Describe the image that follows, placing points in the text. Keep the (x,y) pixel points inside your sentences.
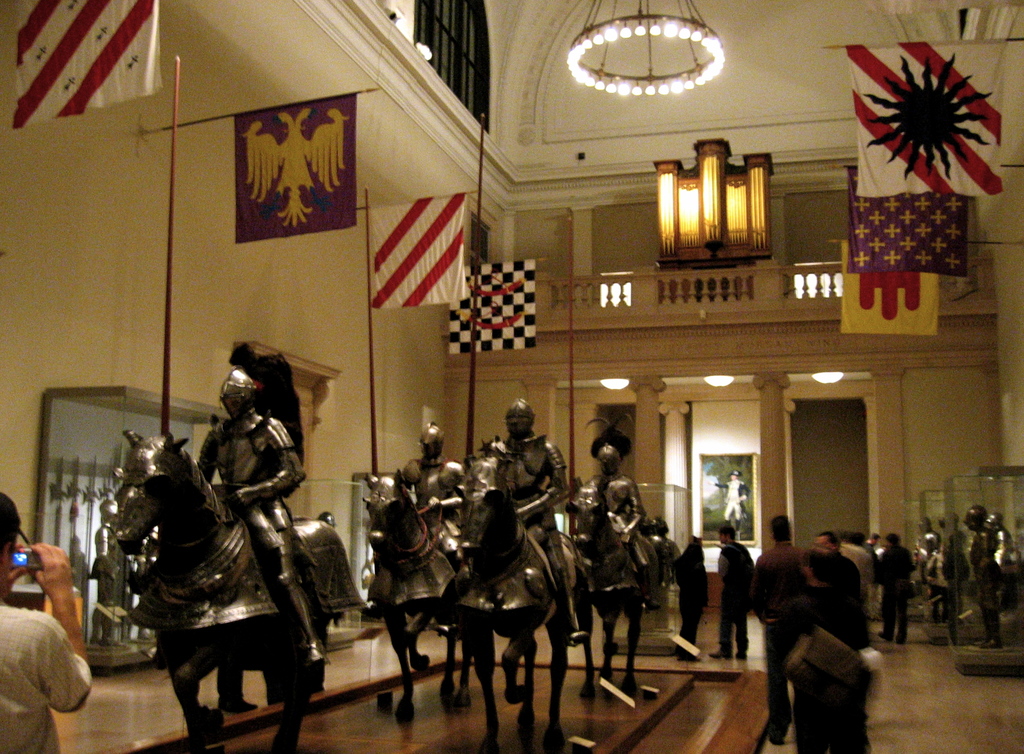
In this image I can see inside view of a building (650,441) where I can see few flags (94,48), lights (578,63), depiction of people (433,491) where few are standing and few are sitting on horses (566,541). I can also see number of people (899,559) are standing and in the background (727,498) I can see a frame (727,498) on wall (706,444).
